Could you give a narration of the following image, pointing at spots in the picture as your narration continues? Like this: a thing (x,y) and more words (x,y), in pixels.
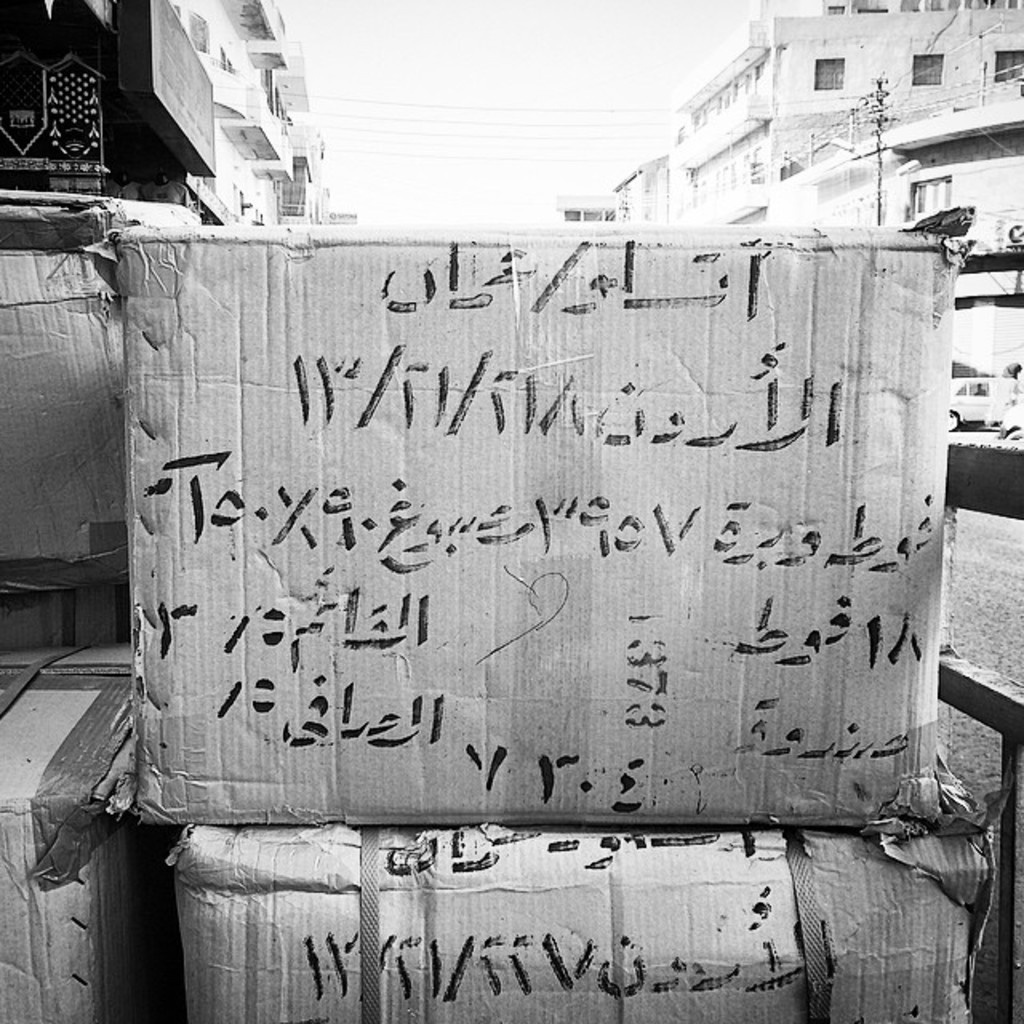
In this image, we can see carton boxes (509,596) and there is some text (712,440) written on the boxes (514,553). In the background (942,116), we can see some buildings (229,86) and we can see the sky (413,37).
